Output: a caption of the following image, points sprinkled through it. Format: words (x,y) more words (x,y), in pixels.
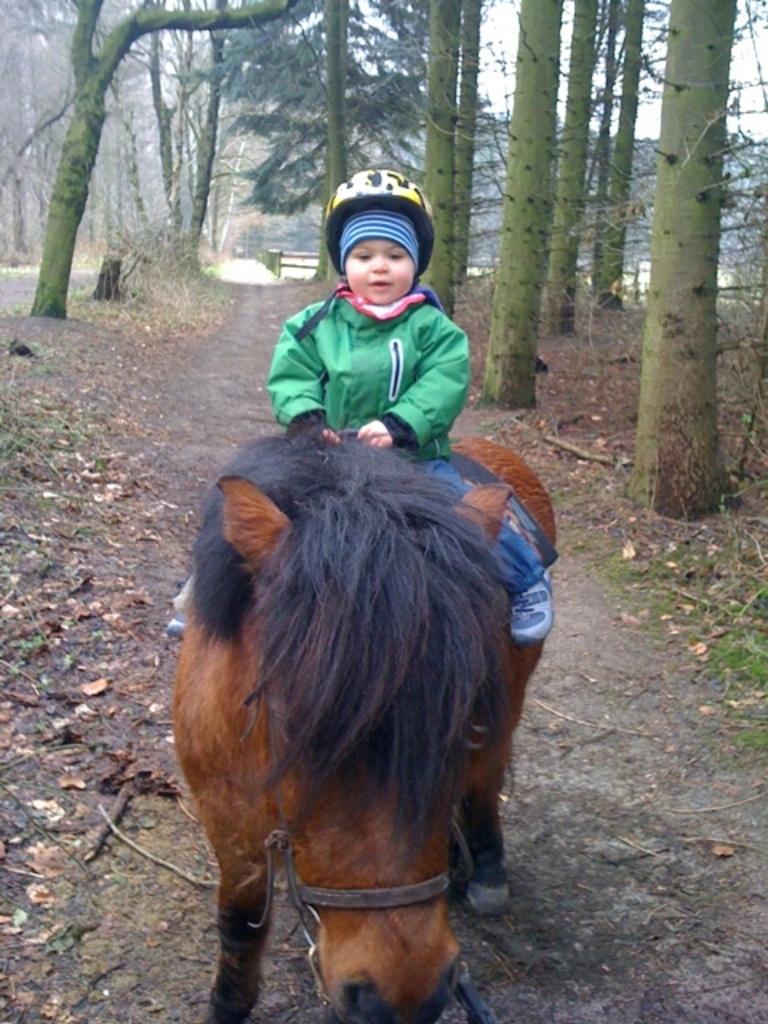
This kid (409,316) is sitting on a horse (390,536). This kid (400,229) wore jacket (424,313) and helmet (408,188). Far there are trees (438,94).
